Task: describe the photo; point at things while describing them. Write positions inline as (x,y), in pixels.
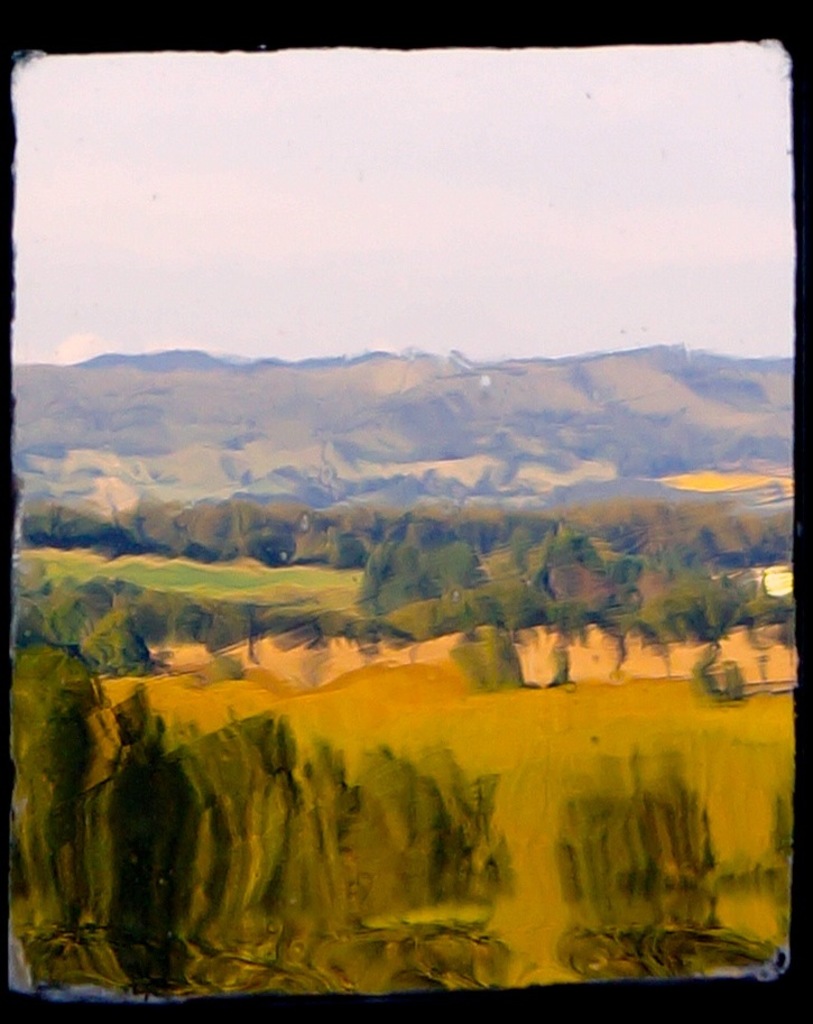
Here we can see hill (440,460) and sky (600,220).
